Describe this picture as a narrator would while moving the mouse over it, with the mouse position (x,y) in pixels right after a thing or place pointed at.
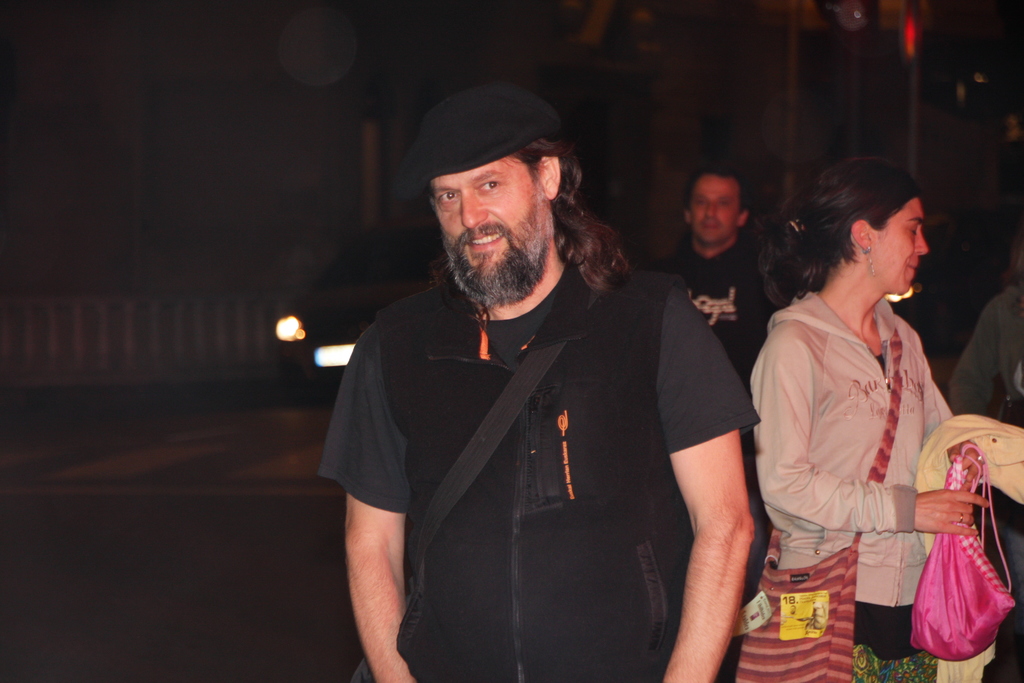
In this image we can see few people (779,443). One person (621,370) is wearing cap (480,144) and a bag (459,495). Another person (779,449) is holding bags (850,573). In the background (275,263) it is dark. Also there is a vehicle (319,309).
